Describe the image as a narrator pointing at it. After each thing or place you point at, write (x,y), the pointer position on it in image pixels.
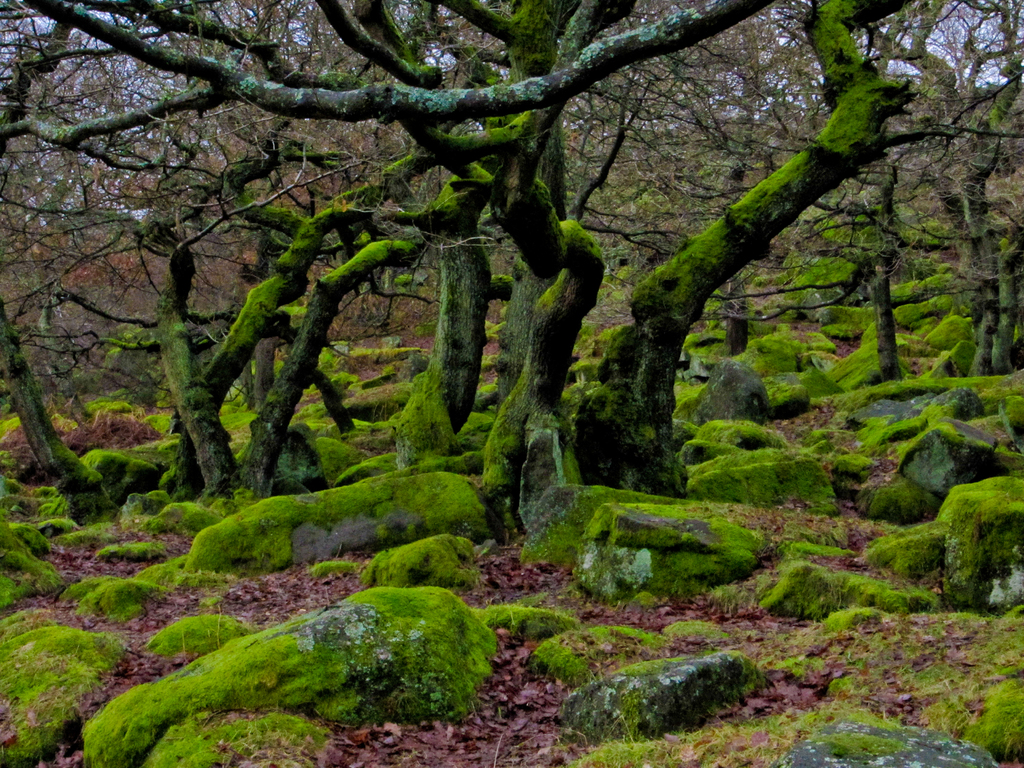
In this image we can see some trees (470,398) and there are some rocks (859,748) on the ground (743,735) and we can see the clumps of moss (836,748) on the trees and rocks (299,688). We can also see some dry leaves (459,744) on the ground (944,675).
